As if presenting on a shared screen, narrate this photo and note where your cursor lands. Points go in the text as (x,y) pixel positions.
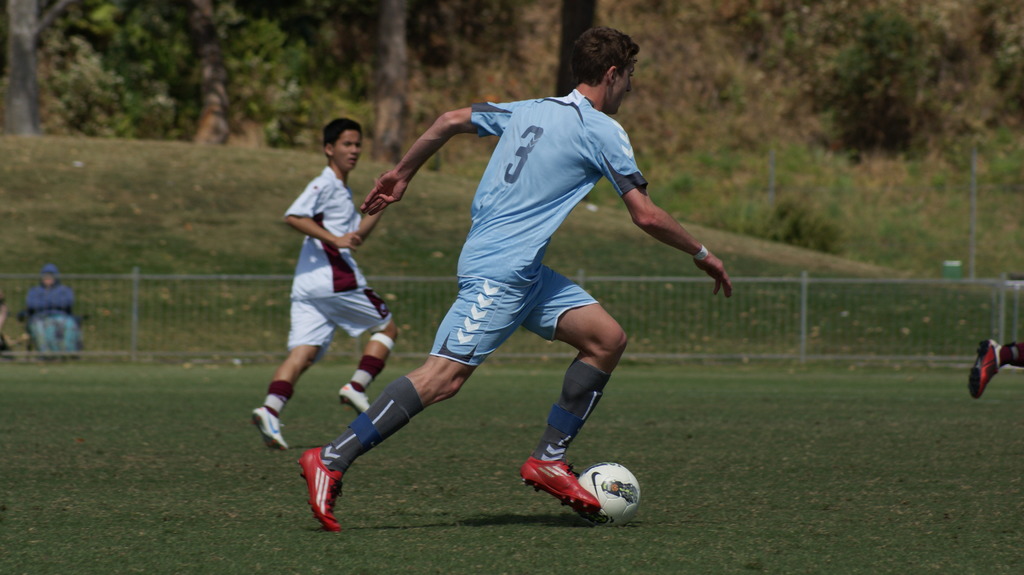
This image consists of two persons (436,339) playing football. At the bottom (88,520), there is green grass (242,375). In the background (191,333), we can see a fencing (97,326). On the left (57,316), there is a man (66,332) sitting. In the background (425,3), there are trees (983,35).
